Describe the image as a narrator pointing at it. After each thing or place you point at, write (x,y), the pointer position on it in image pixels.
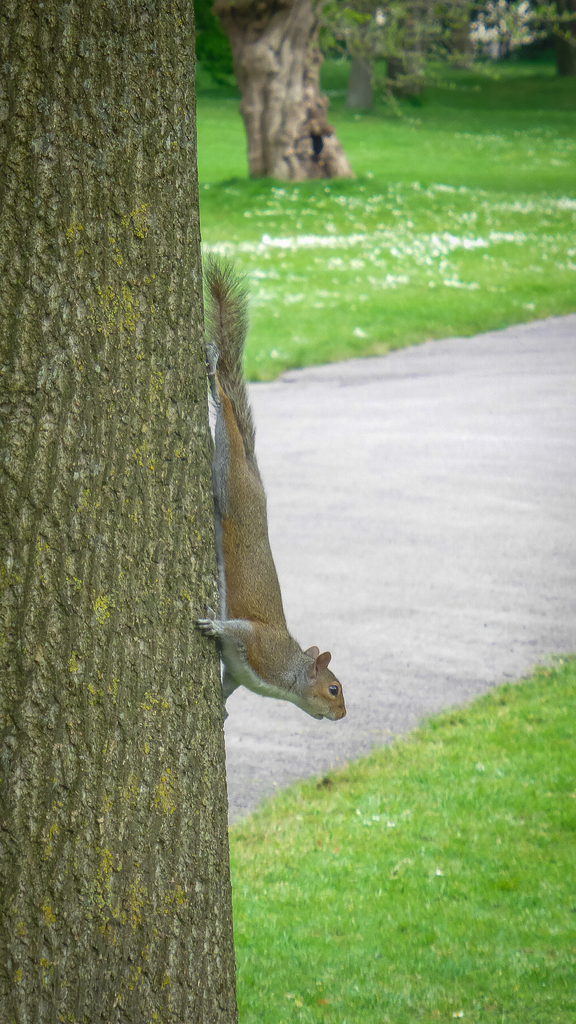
In this image there is a squirrel (243,675) on a tree trunk (100,659). Behind the tree (88,702) there is a road (415,544). In the background (280,63) there are trees (409,63) and grass (404,190) on the ground (404,190). At the bottom (435,901) there is grass (406,851).
